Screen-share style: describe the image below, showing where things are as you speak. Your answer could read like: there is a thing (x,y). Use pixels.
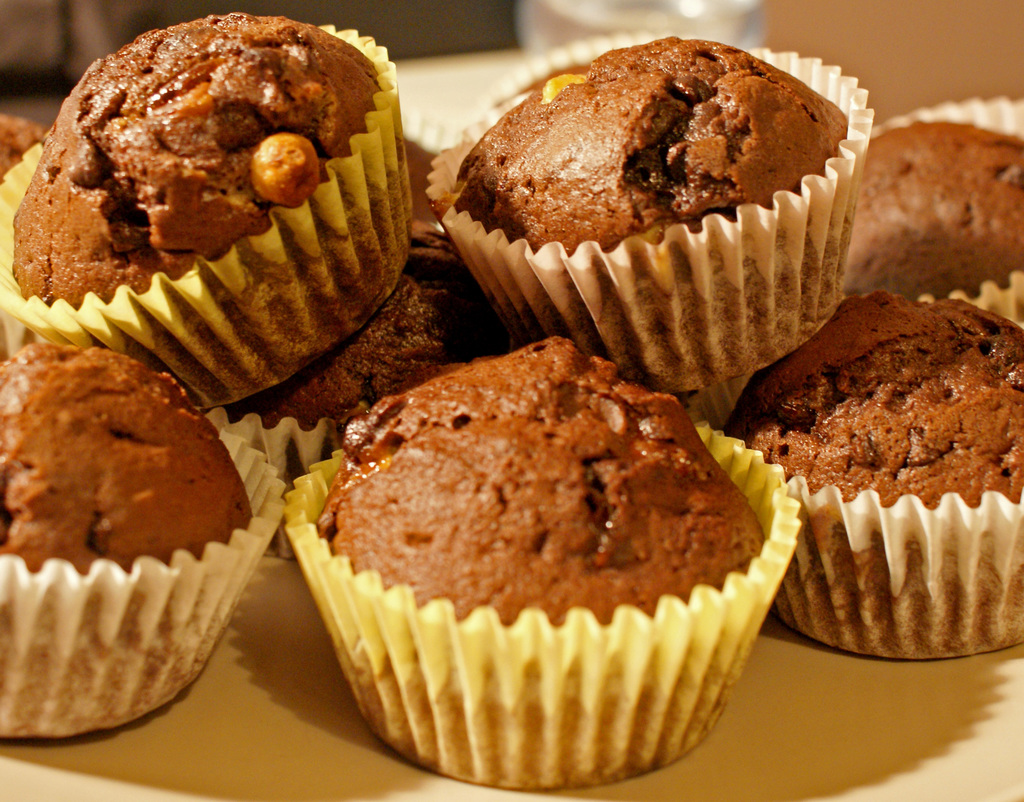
In this given picture, We can see a couple of cakes (724,167).
